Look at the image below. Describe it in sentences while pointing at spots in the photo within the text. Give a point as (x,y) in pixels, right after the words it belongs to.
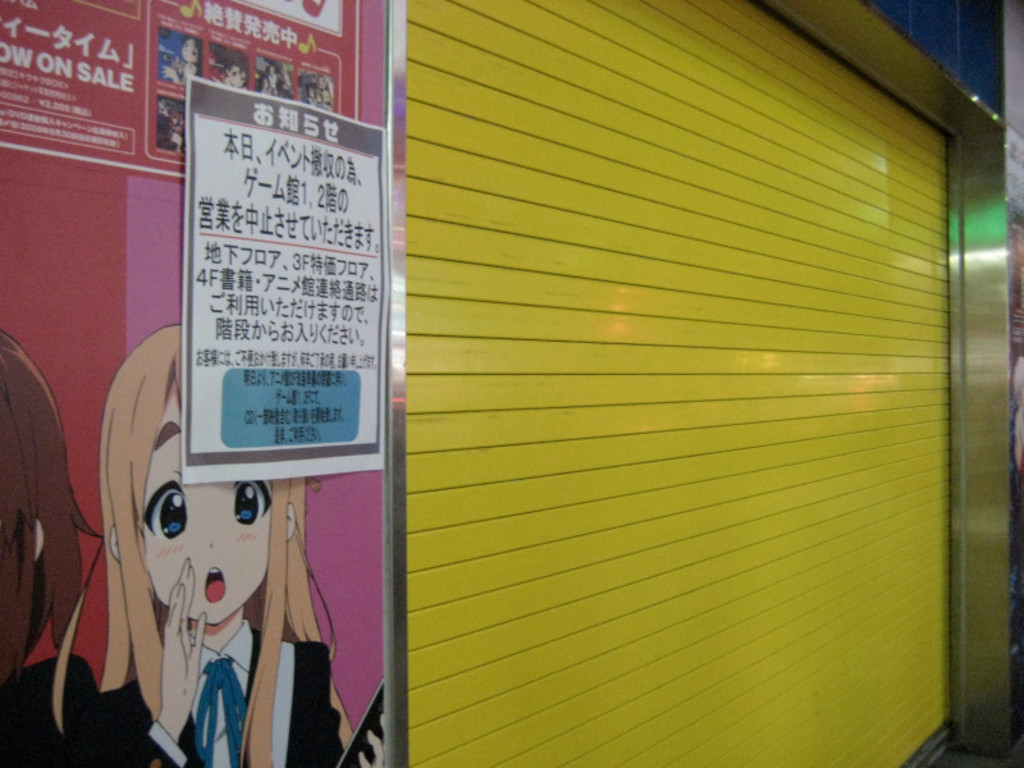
This image is taken outdoors. In this image there is a shutter (807,299) and a wall (974,7). On the left side of the image (100,80) there are a few posters (211,280) with text (276,29) on them on the wall (311,610) and there is a painting (240,593) on the wall (215,711).
